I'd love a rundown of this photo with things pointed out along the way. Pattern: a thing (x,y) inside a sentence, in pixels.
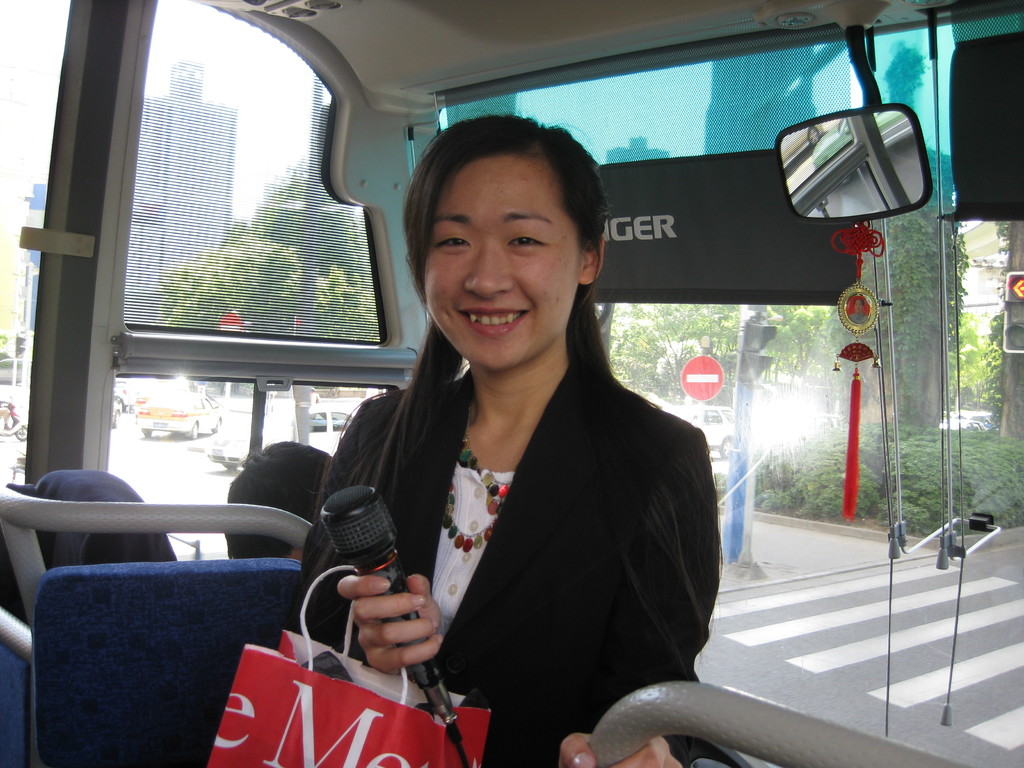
In the image we can see there is a woman (503,230) standing in the bus (186,723) and she is holding a cover (363,683) and mic (417,676) in her hand (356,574). Behind there are cars (343,417) parked on the road (6,468) and there are buildings (221,217).
